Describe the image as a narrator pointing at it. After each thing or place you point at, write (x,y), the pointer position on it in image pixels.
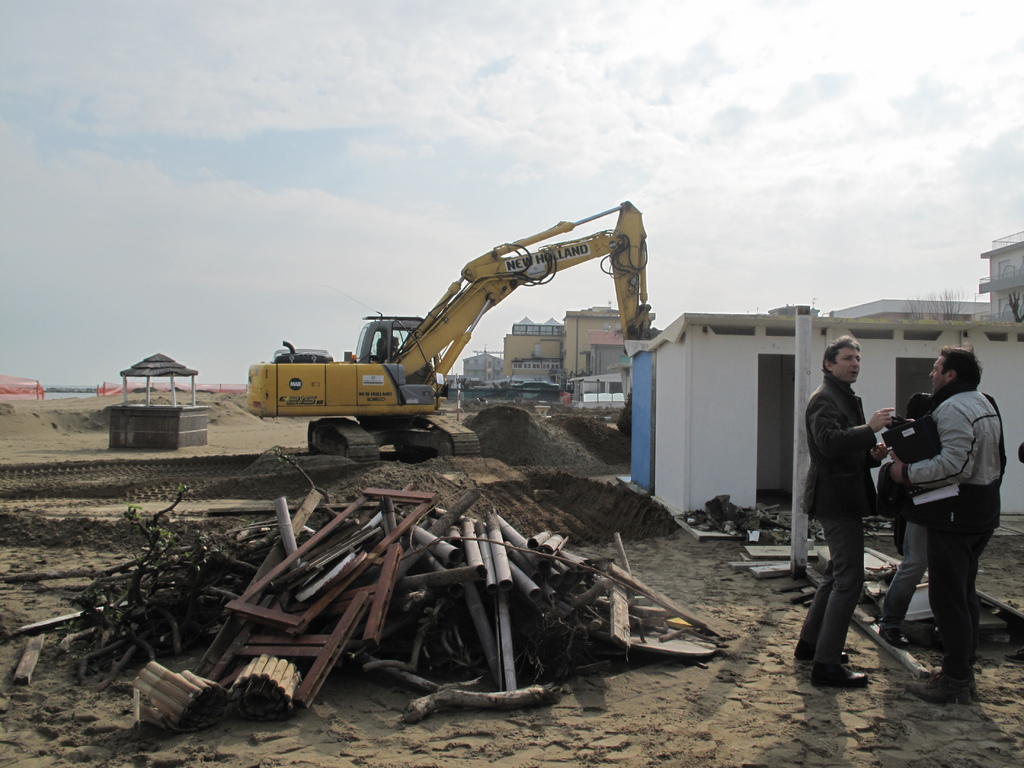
This picture is clicked outside. On the right (947,424) we can see the group of persons (974,411) standing on the ground (811,671) and we can see there are many number of objects (392,568) lying on the ground (697,596) and we can see the crane (528,267), buildings (496,377), mud (97,452) and some other objects (165,442). In the background (606,101) we can see the sky (670,126).
